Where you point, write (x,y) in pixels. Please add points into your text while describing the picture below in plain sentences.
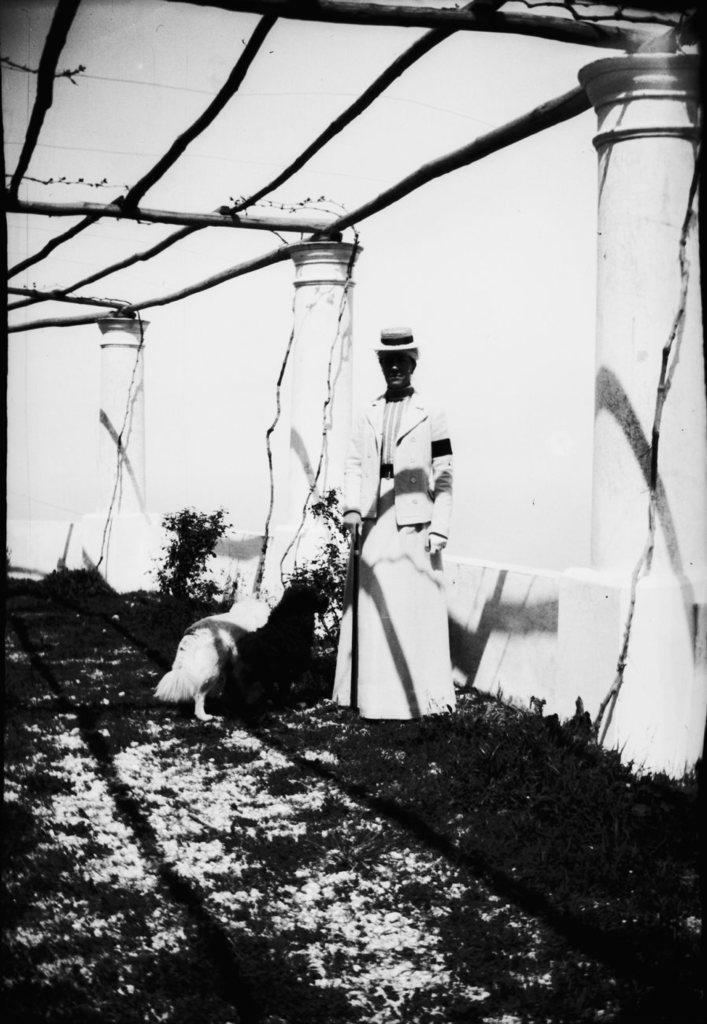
This is a black and white image. In the middle of the image (401,435) there is a person (403,574) standing. Beside the person (392,610) there is an animal (201,629). In the background (330,401) there are few pillars (108,455) and plants (193,588). At the top of the image (17,209) there are few sticks (380,91). At the back of this person (446,621) there is a wall (512,627).
